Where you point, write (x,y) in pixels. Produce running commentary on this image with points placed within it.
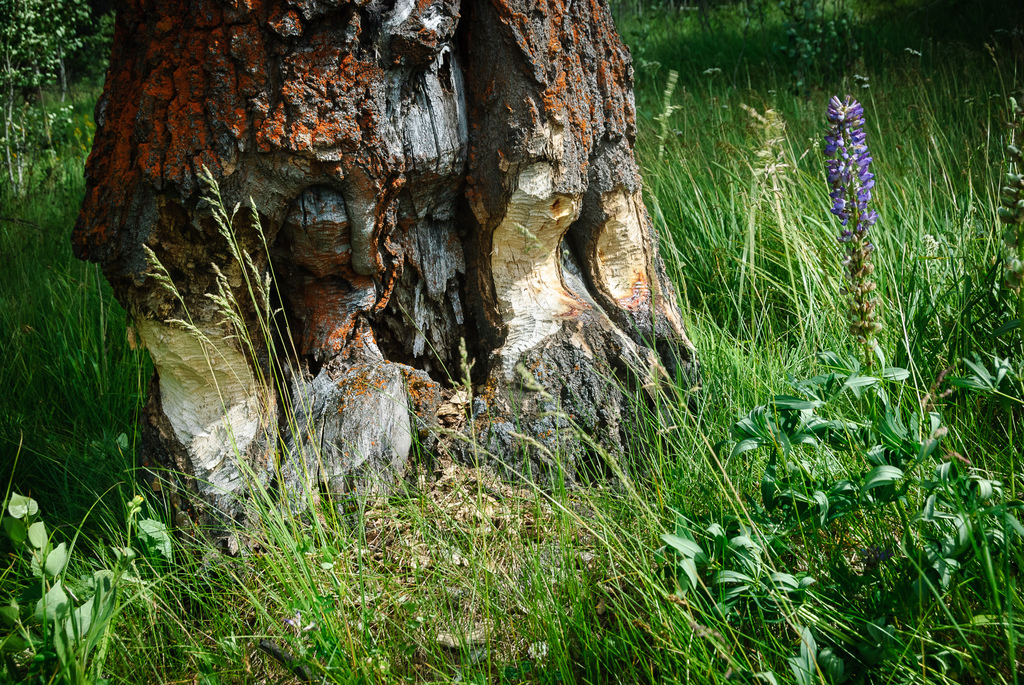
In this image there is a trunk (369,303) of the tree (483,157) in the middle (444,288). At the bottom (804,585) there are small plants (838,437) and grass (69,354). On the right side (848,221) there is a flower plant (837,215).
